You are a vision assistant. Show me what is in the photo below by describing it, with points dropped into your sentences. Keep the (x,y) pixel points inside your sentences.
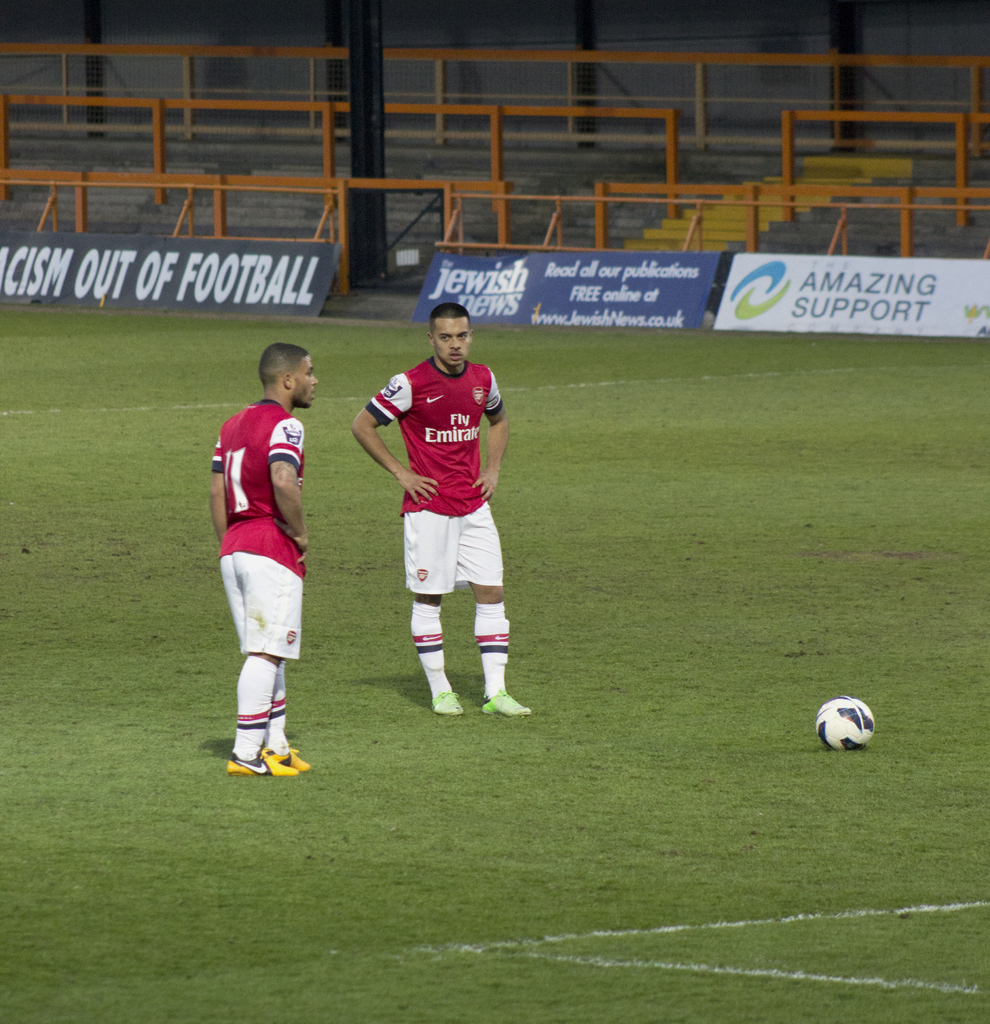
In this picture we can see two men (292,750) standing and a ball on the ground (362,534) and in the background (113,271) we can see banners (575,312), steps (575,184), fence (783,139).
